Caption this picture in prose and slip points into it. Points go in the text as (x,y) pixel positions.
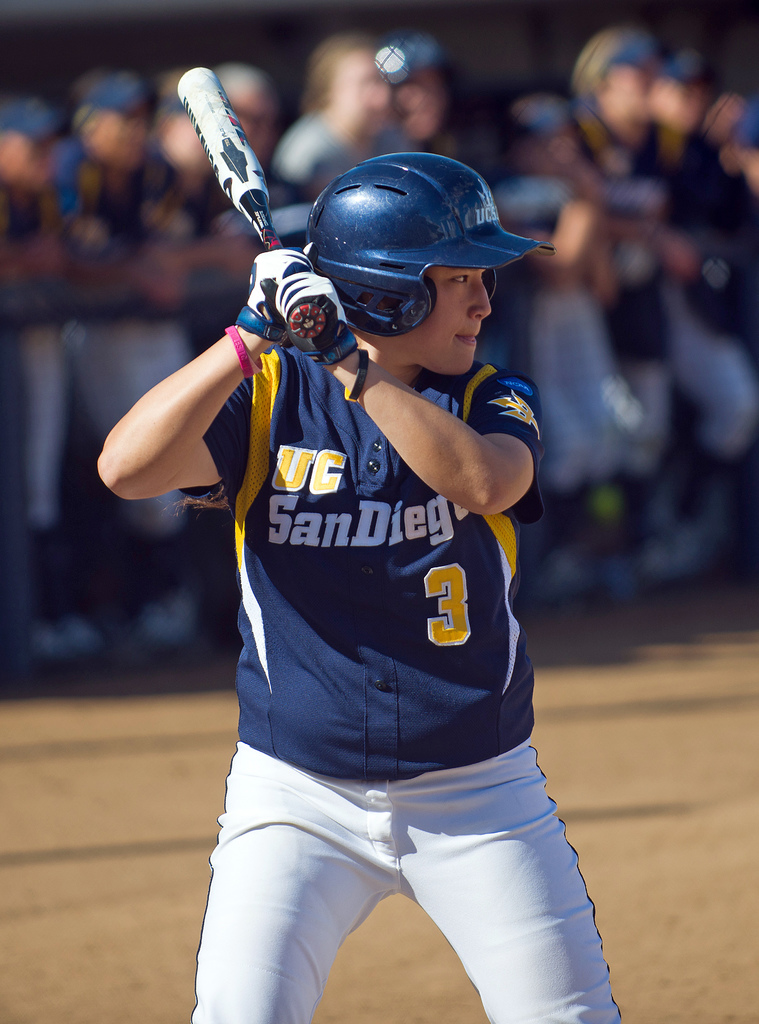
In this image we can see a group of people (678,96) standing. There is a fencing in the image. A person (368,495) is holding a baseball stick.
